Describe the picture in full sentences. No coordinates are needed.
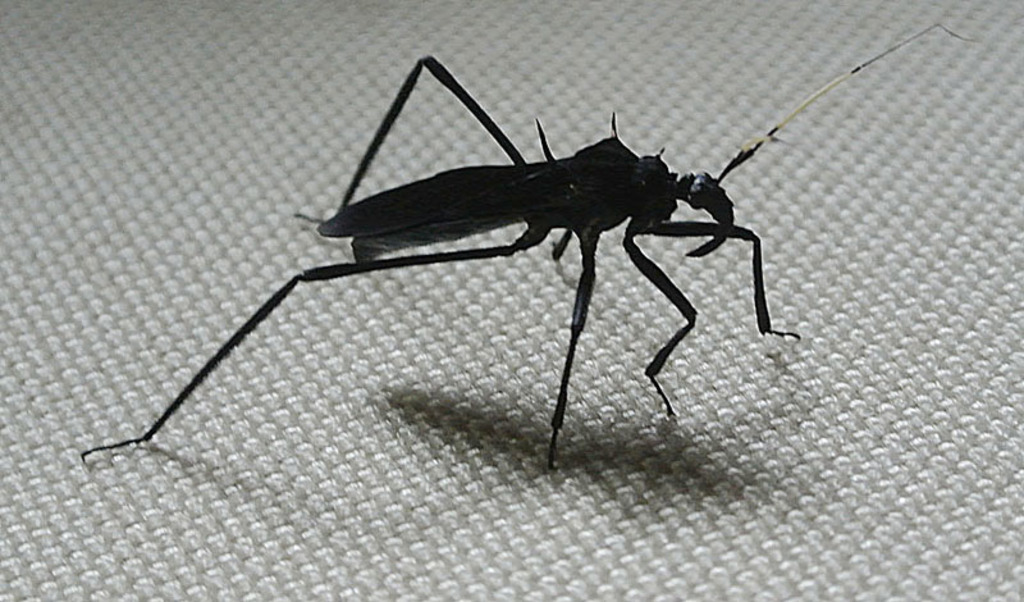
In the picture there is an assassin bug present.
